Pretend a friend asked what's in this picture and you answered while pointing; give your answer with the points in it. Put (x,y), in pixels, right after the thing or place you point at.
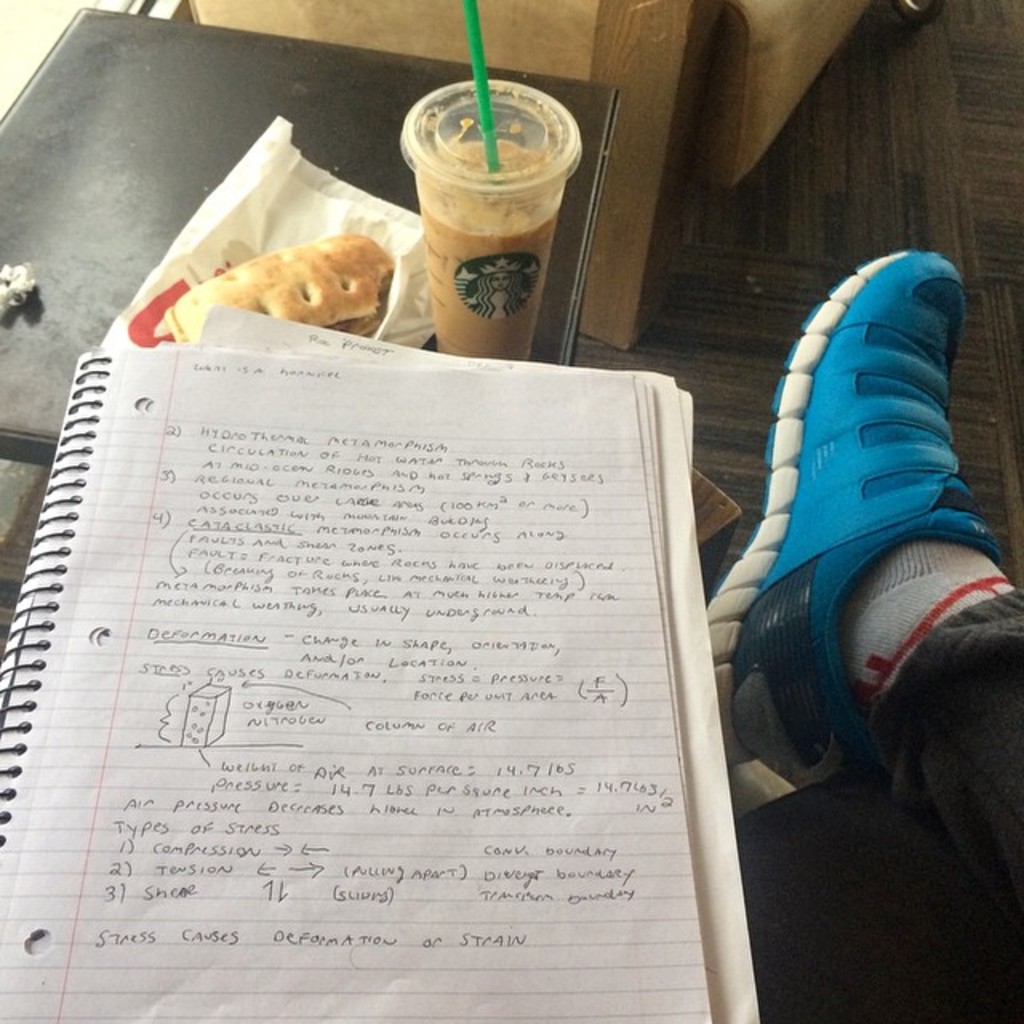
In this image we can see a person's leg (780,514), book (563,631), sandwich (277,287) and a plastic cup (480,239).
